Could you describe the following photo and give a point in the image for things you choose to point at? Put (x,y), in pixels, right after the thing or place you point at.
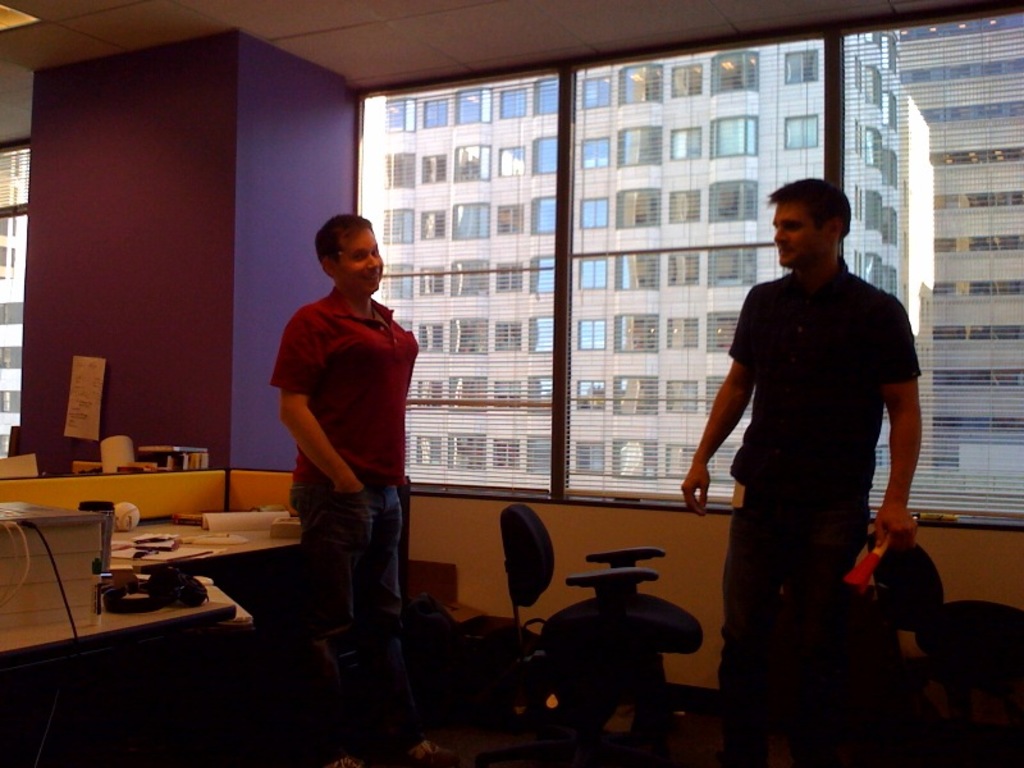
It is a room (906,13) inside the office (586,434) there are two men (780,448) standing, behind the man (390,523) who is on the left side (335,590) there is a table (147,526) and in between them there is a chair (613,600) in the background (549,369) there is a window (644,280) outside the window (644,247) there is a building (580,315).
